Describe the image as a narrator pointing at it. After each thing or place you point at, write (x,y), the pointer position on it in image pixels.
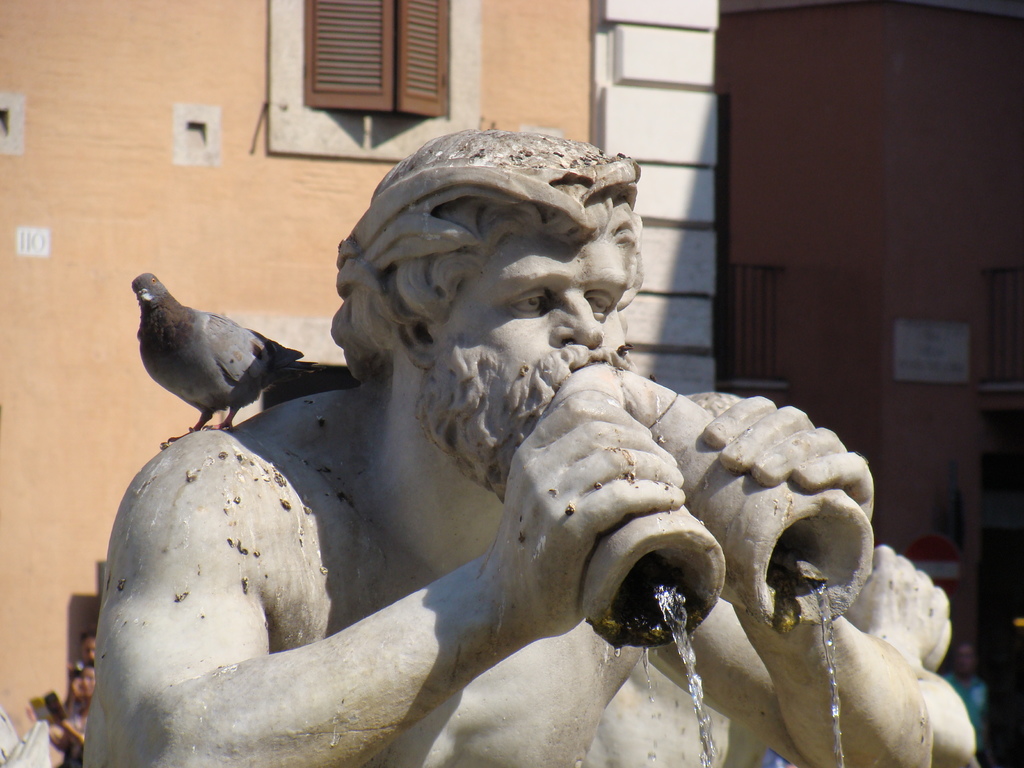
In this image we can see a statue (310,572). From the statue (657,614) water (685,608) is coming. On the statue (258,456) there is a bird (209,390). In the back (307,108) there is a building (444,56) with window (401,45).
